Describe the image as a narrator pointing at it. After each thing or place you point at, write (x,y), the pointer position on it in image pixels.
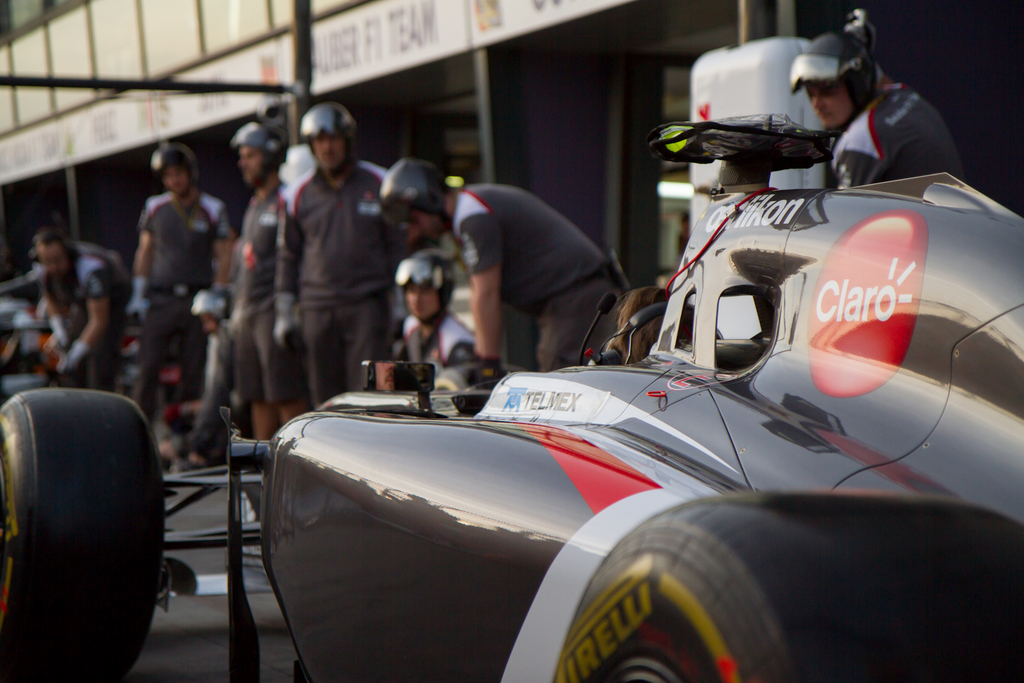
In the picture I can see people (296,365) are standing on the road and wearing helmets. I can also see a vehicle (467,564) which is black in color on the road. The background of the image (500,109) is blurred.
